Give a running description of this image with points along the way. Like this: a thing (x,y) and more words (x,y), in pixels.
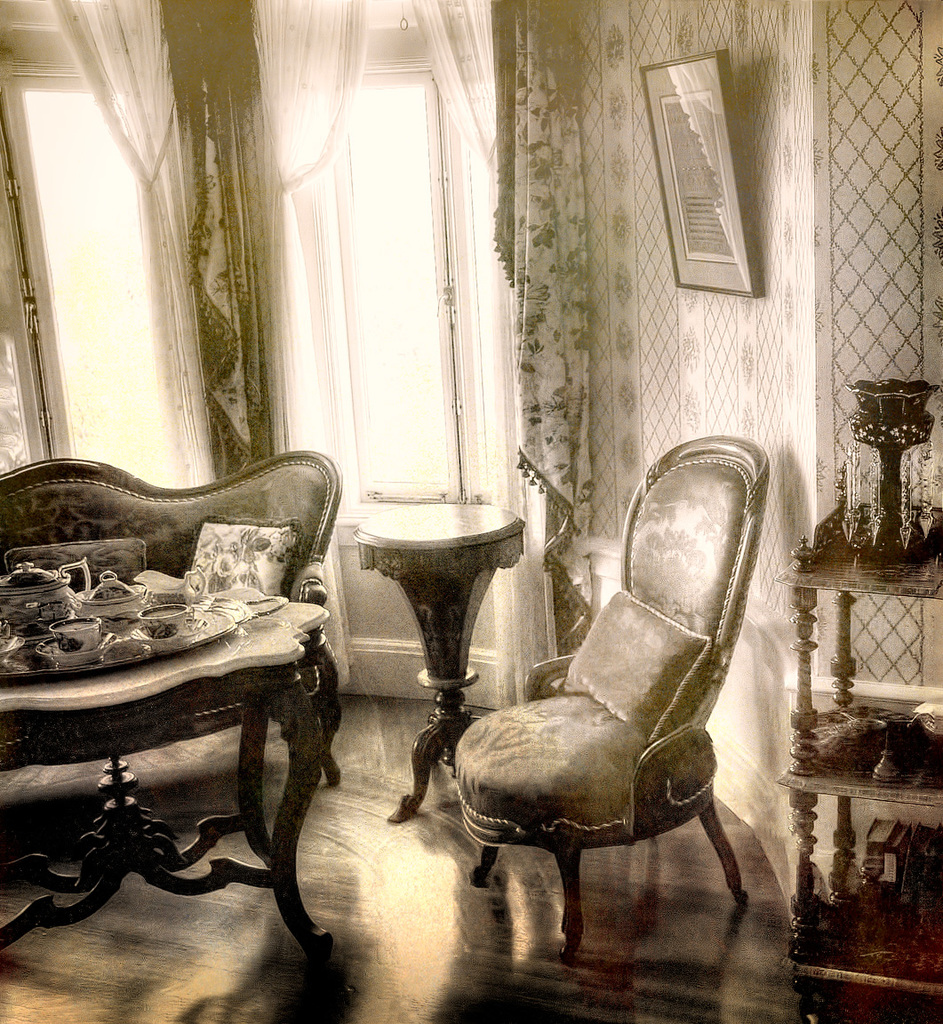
Here we can see that a chair (608,735) on the floor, and sofa (242,501) and in front (74,707) here is the table (88,693) and some objects (46,622) on it, and here is the wall (619,353) and photo frame (673,184) on it, and here is the curtain (276,233) and windows (362,291).
